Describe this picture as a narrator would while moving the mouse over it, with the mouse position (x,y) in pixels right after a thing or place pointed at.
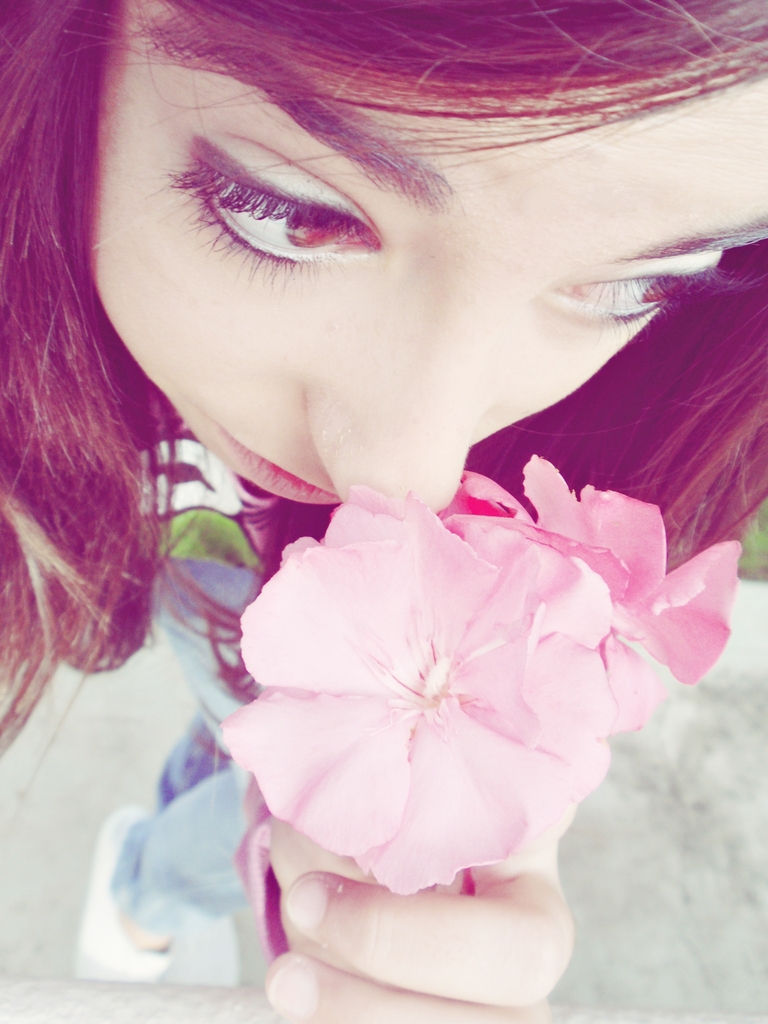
In this image I can see a woman (64,449) and I can see she is holding pink colour flowers (454,624). I can also see she is wearing jeans (200,791) and white colour shoes (116,946).
